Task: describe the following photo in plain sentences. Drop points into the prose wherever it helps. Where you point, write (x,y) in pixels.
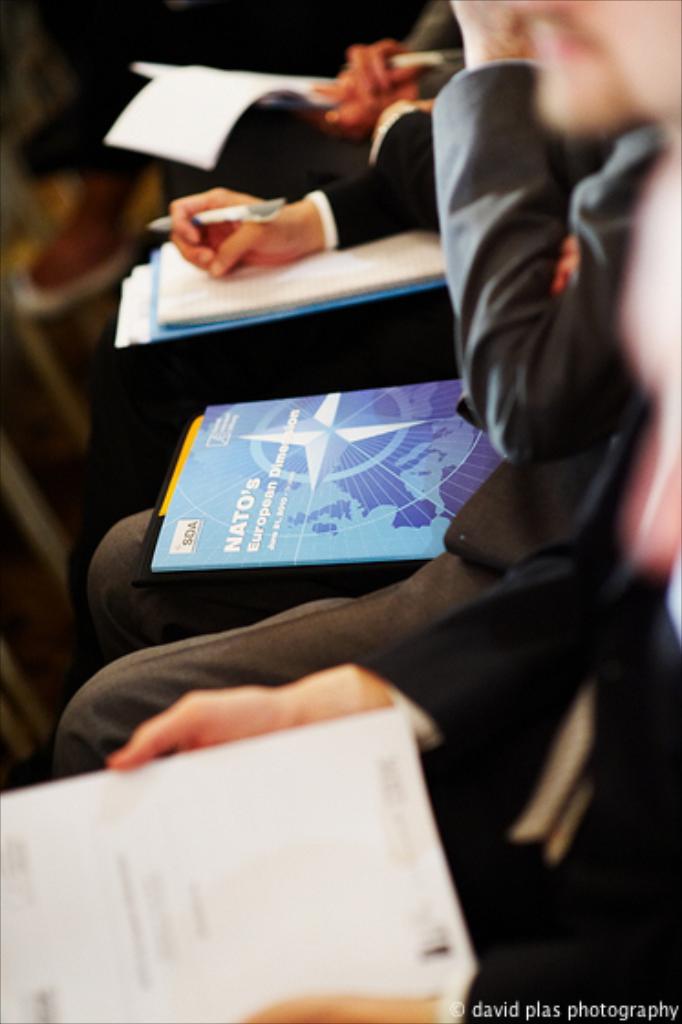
In this image we can see a group of people (512,202) sitting and they are holding some objects (367,243) in their hands (363,77). There is some text (562,1009) at the right bottom most of the image (589,1014).
